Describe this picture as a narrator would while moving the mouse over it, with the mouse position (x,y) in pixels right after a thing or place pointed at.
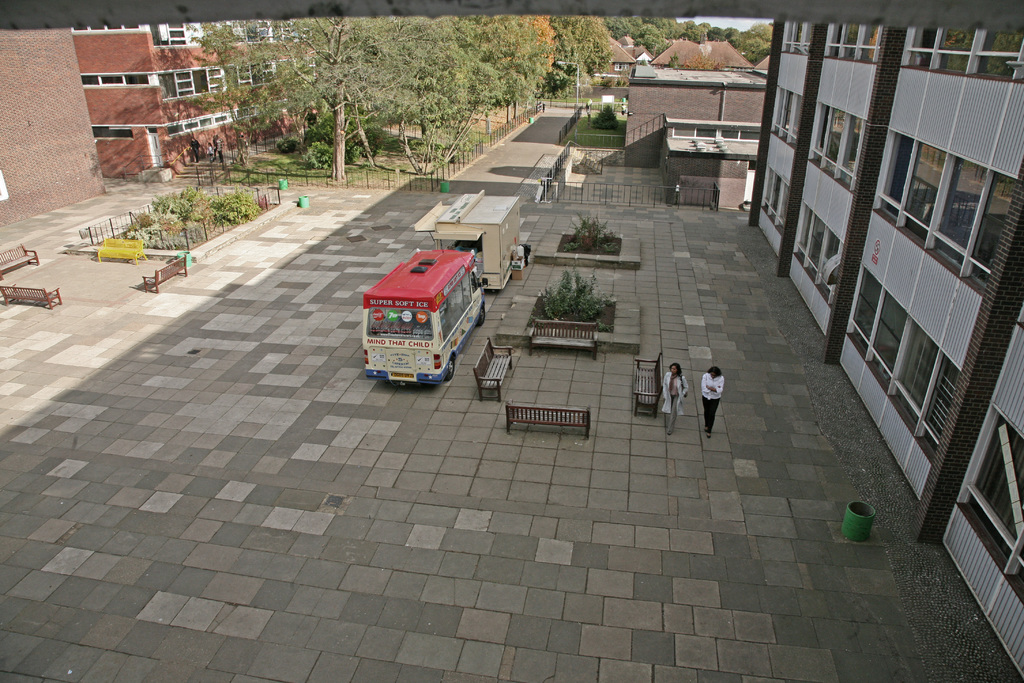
In this picture we can see there are two people (670,410) walking on the walkway (692,407). On the right side of the image (901,150), there is a building (924,352). On the left side of the people (673,382) there are benches (10,261), vehicles (470,262), plants (581,228) and some objects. Behind the vehicles (406,280) there are iron grilles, buildings (150,49) and trees (677,26). At the top of the image (735,26) there is the sky (722,25).
